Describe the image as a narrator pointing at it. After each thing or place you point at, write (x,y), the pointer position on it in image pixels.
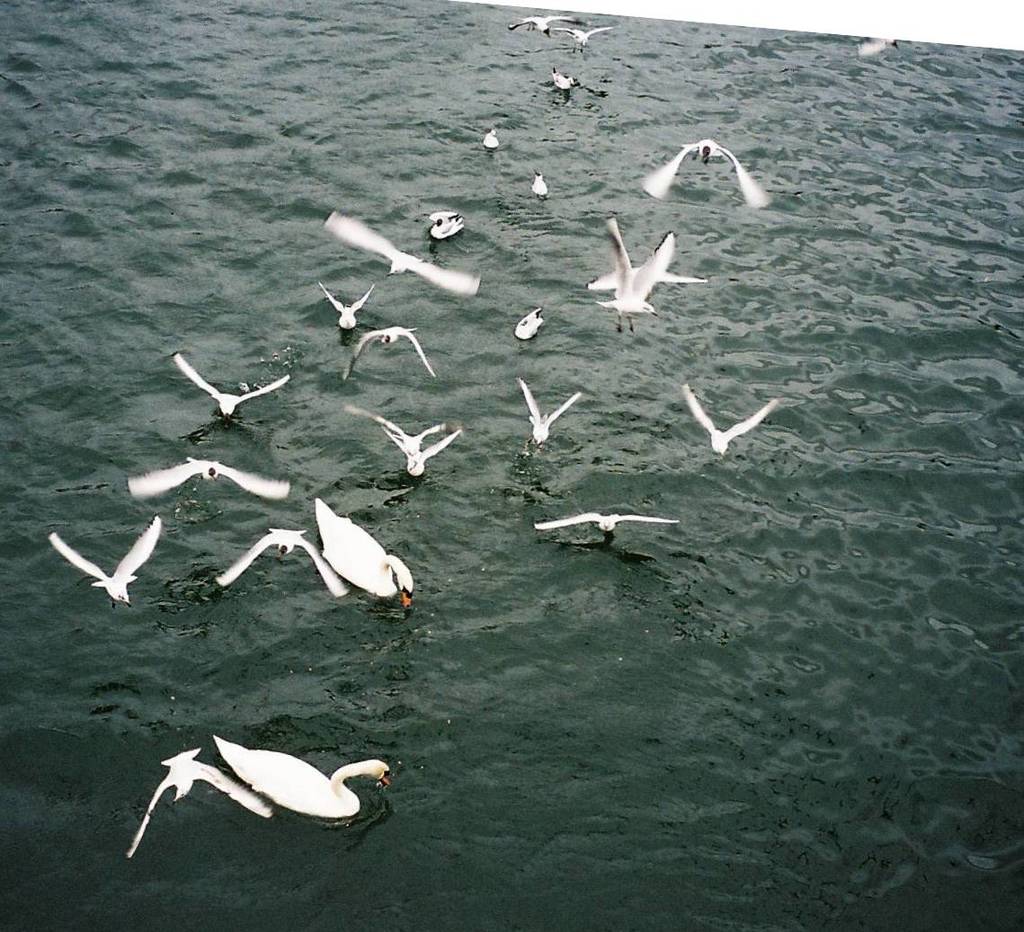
In this picture we can see two swans (301,806) and birds (649,518) on the water (543,595). Some birds (663,263) are flying in the air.
